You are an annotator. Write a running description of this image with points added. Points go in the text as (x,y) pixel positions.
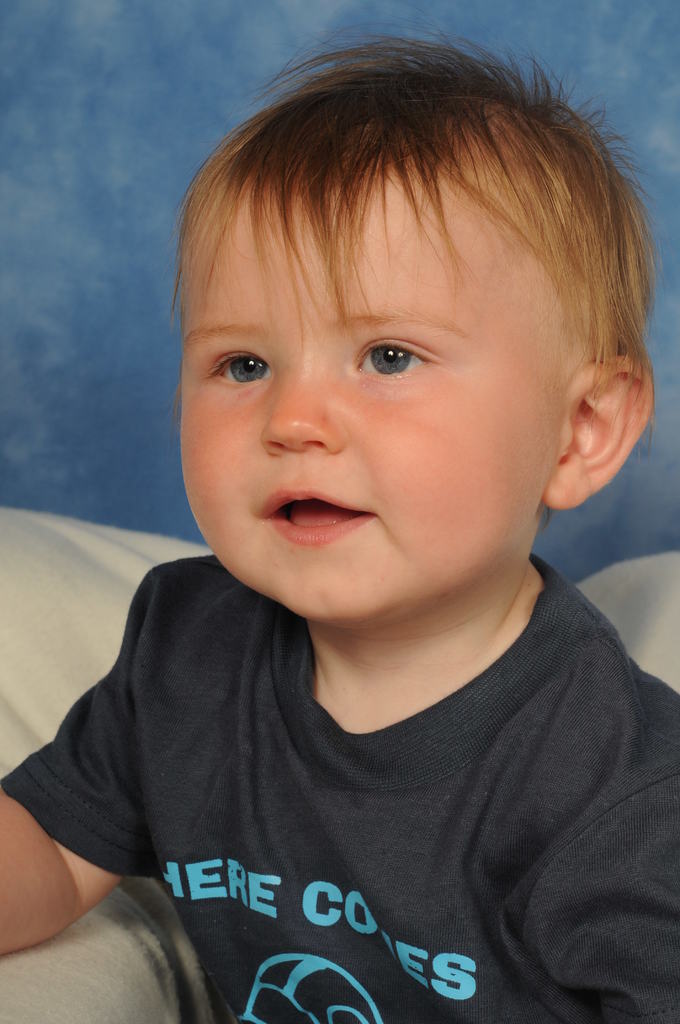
This image consists of a kid (323,742) is sitting on a sofa (127,899) and a wall (77,361). This image is taken may be in a room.
